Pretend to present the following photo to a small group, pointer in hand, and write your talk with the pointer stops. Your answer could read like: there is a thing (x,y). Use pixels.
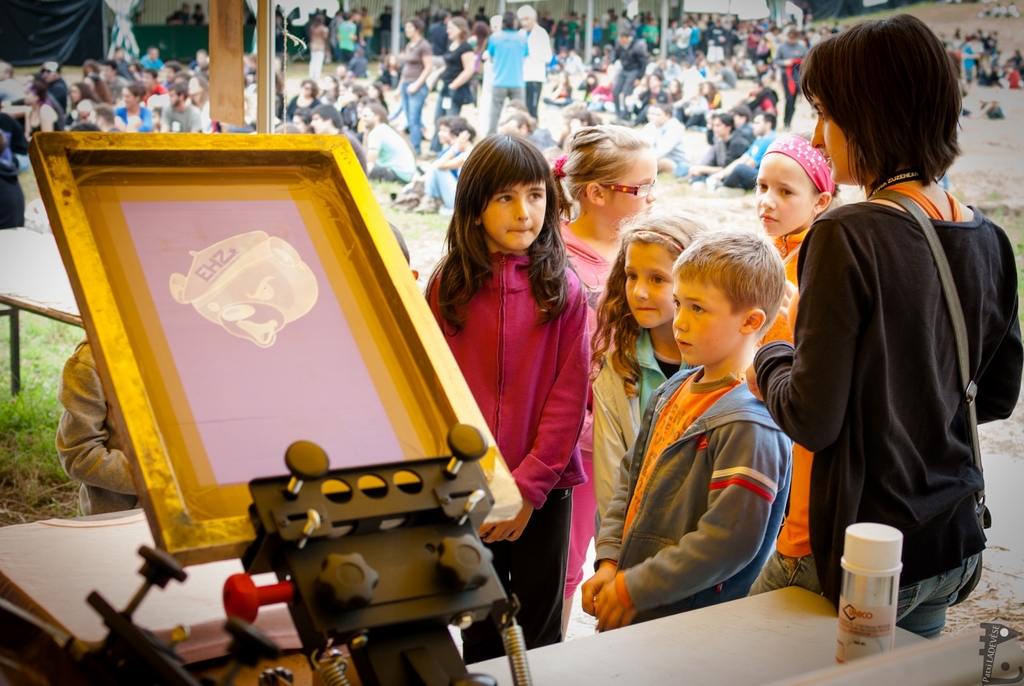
In front of the picture, we see children (744,333) are standing. Beside them, we see a machinery equipment (354,529). Beside that, we see two tables (736,649) on which a white bottle (864,563) is placed. Behind the table (784,600), we see grass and a table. Behind them, we see people (461,132) are sitting on the floor (431,117). We even see people (419,20) are standing. In the background (227,48), we see poles (212,48) and a black tent (821,8). We even see a green table (163,44). This picture might be clicked outside the city.
